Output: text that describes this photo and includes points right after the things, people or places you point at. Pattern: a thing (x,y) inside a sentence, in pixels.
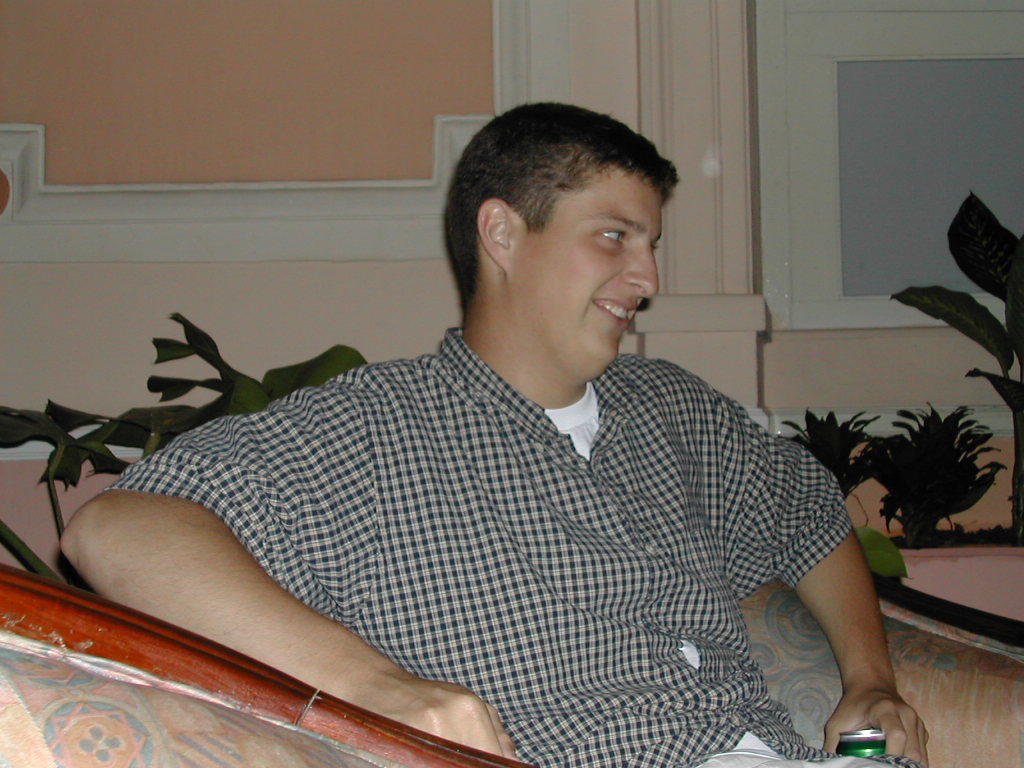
The man (417,515) in white shirt (592,436) and black check shirt (479,605) is sitting on the sofa (902,678). He is holding a green color can (845,736) in his hand (897,726). He is smiling. Behind him, we see a flower pot (224,406) and a wall (586,45) in light pink color. On the right side of the picture (990,226), we see flower pots (972,444) and a grey panel (901,252). This picture is clicked inside the room (830,230).
